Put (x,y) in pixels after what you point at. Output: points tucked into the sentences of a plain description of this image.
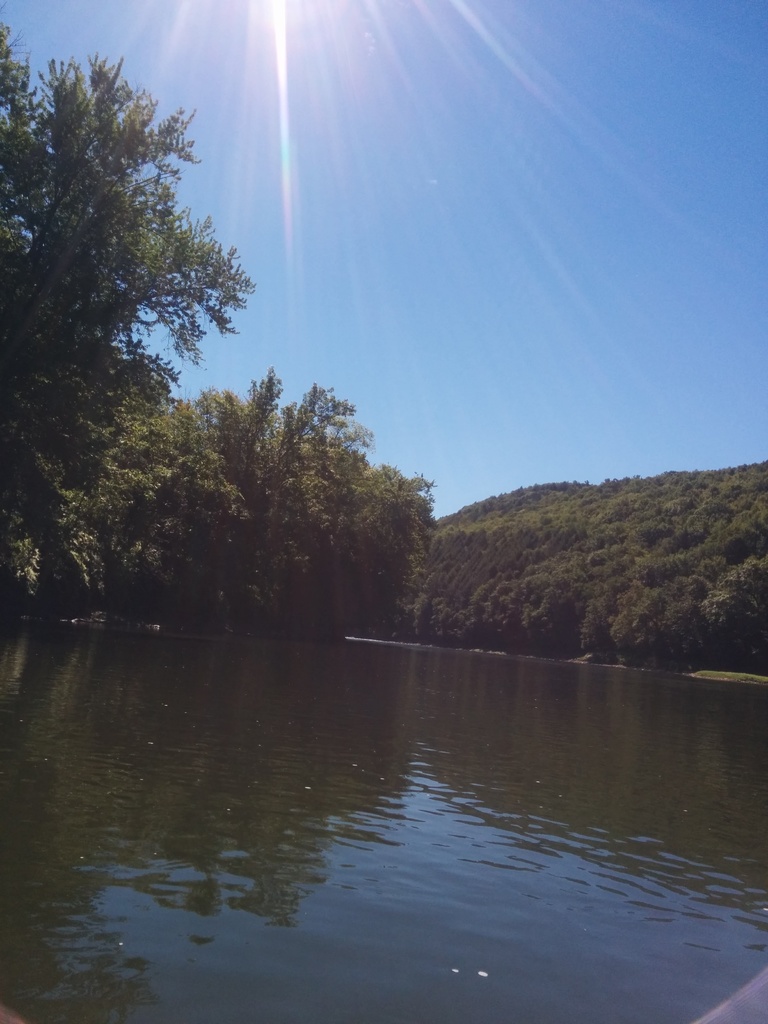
In this image we can see the water (291,719). Behind the water (297,688) we can see a group of trees (332,494). At the top (398,130) we can see the sky (422,296).
